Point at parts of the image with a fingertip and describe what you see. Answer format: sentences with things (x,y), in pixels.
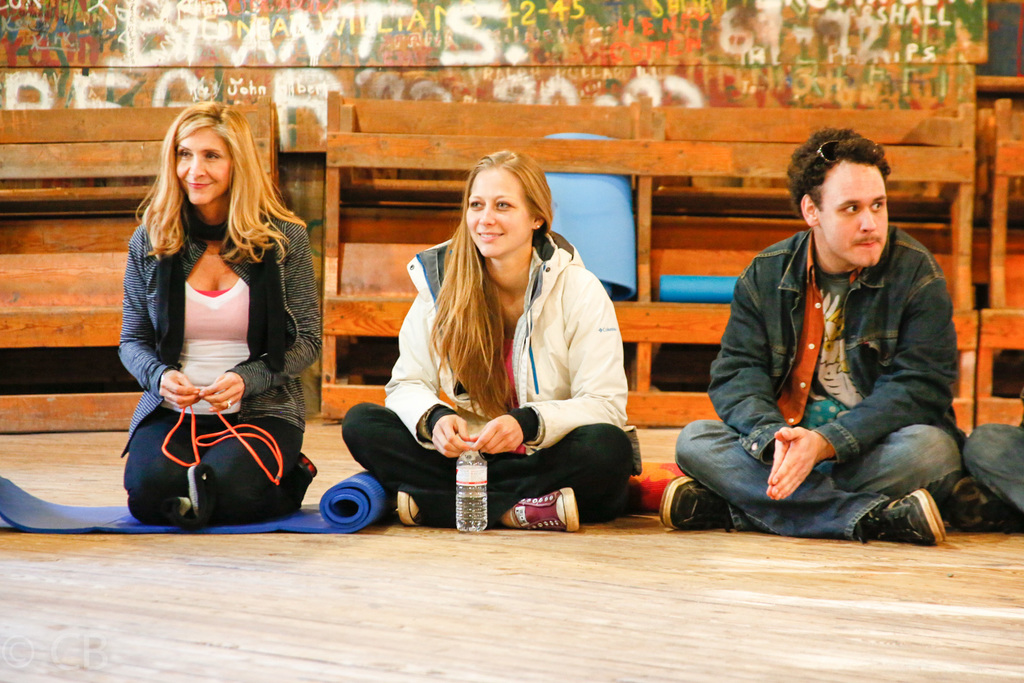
In this image there are three people (875,482) sitting one on the left side (267,508) one in the middle (560,440) and on the right side (845,171).
